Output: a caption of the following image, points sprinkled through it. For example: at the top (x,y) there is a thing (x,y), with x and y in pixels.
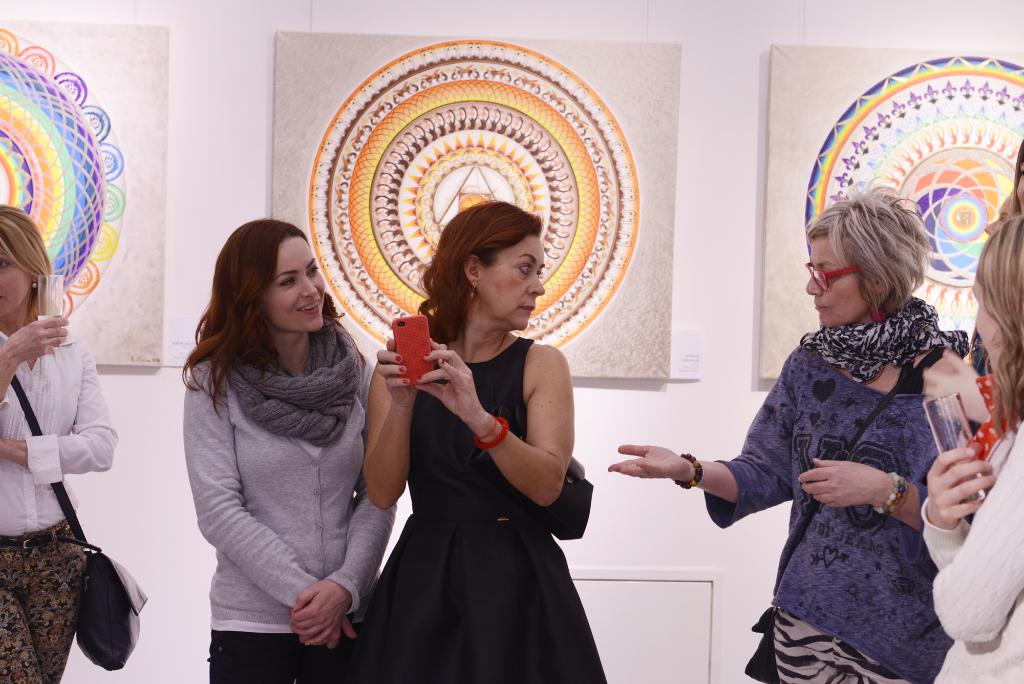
There are women (901,239) in different color dresses (1012,575), standing. One of them is smiling. In the background (397,148), there are paintings (405,125) attached to the white wall (755,81).
